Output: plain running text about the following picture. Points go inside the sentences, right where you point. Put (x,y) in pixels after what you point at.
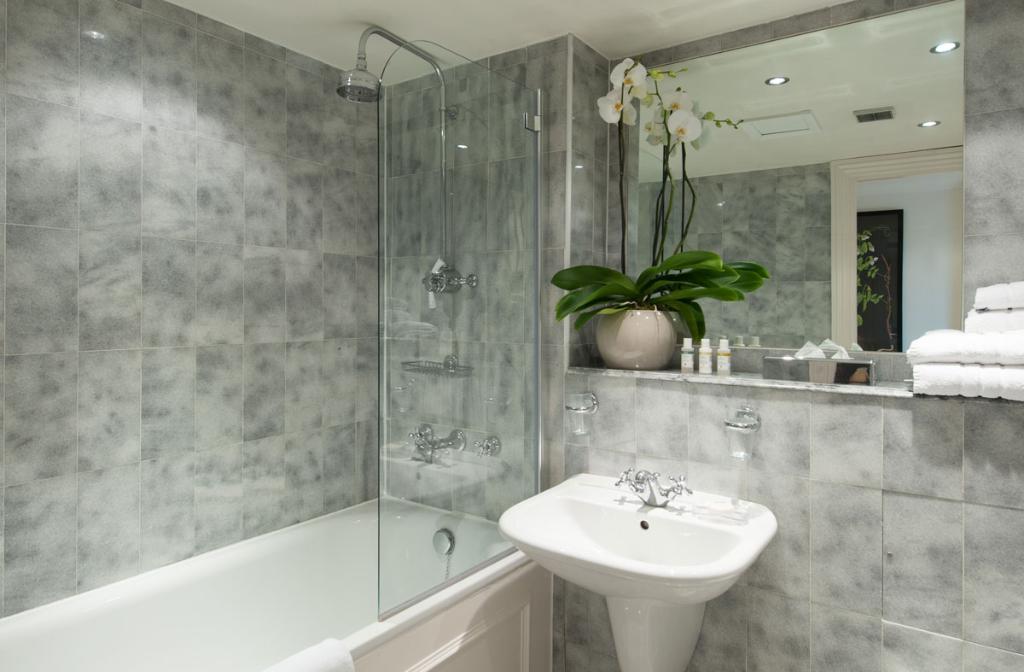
In the image there is a washroom (622,514) and there is a wash basin (504,523), above that there is a mirror (775,210) and in front of the mirror (706,326) there is a plant (599,296), tissues (862,365), towels (962,358) and on the left side (270,561) there is a bath tub (452,513) and above the bathtub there are few taps (445,289) and a shower (443,269).
